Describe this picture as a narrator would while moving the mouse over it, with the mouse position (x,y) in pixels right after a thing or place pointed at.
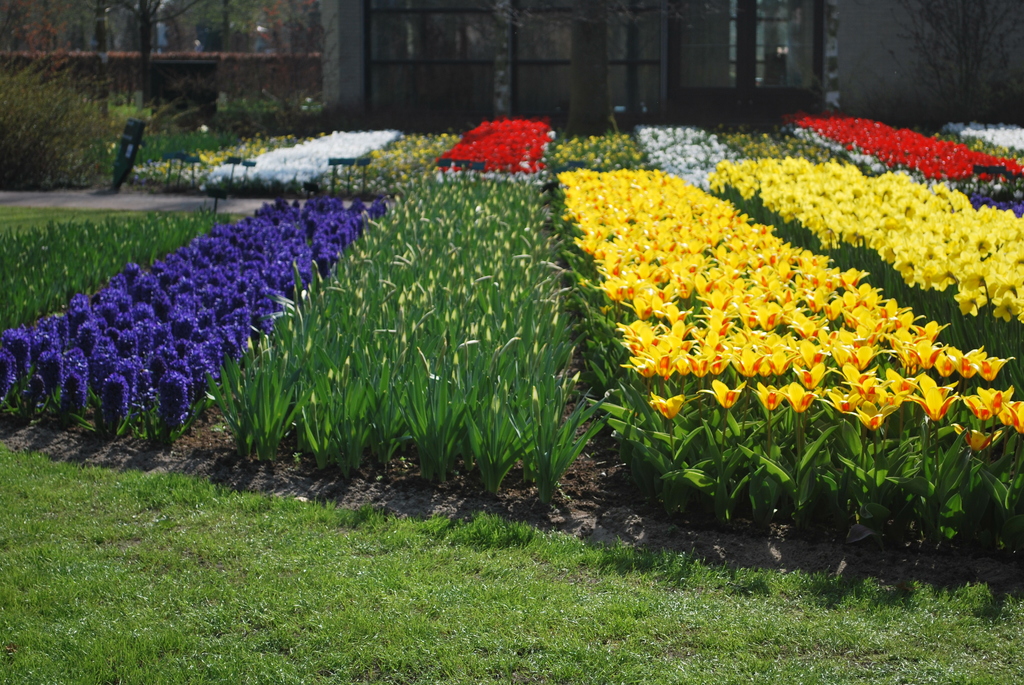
In this image there are plants (518,369), flowers (647,270), trees (144,11), wall (931,21), glass windows (688,63), door (682,80), grass (517,527) and objects (126,157).
